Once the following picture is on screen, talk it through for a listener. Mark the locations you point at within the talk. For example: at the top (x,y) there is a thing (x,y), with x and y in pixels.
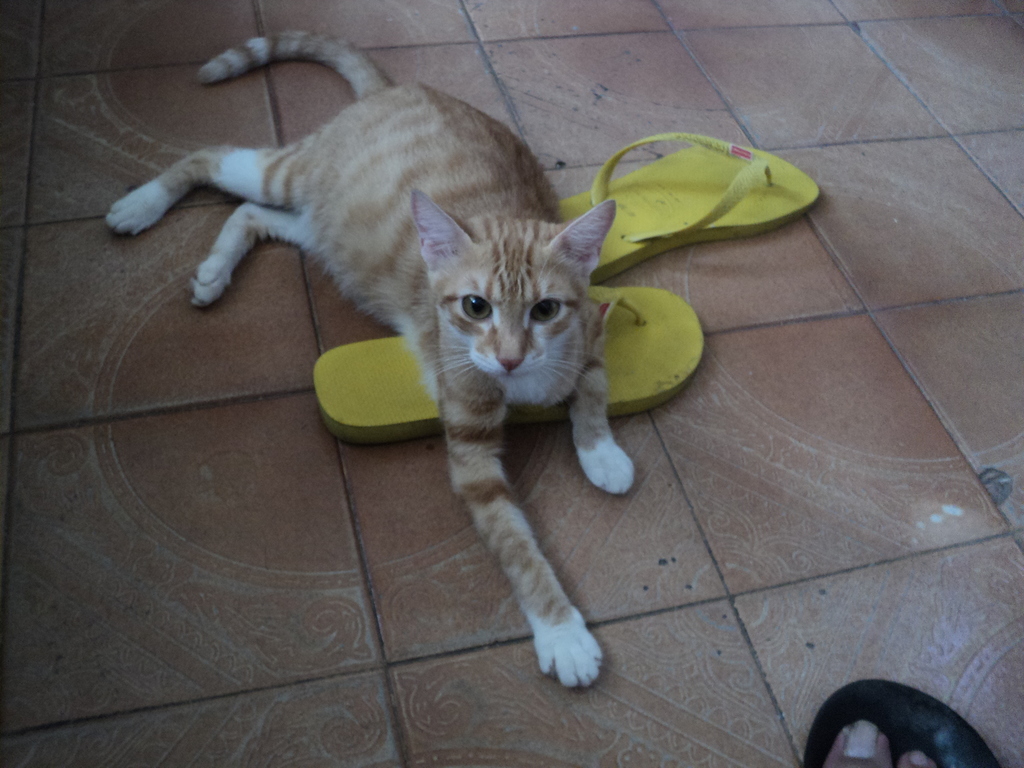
There is a cat (368,246) lying on the floor (459,525). Near to the cat (492,365) there is a yellow color footwear (662,295).
